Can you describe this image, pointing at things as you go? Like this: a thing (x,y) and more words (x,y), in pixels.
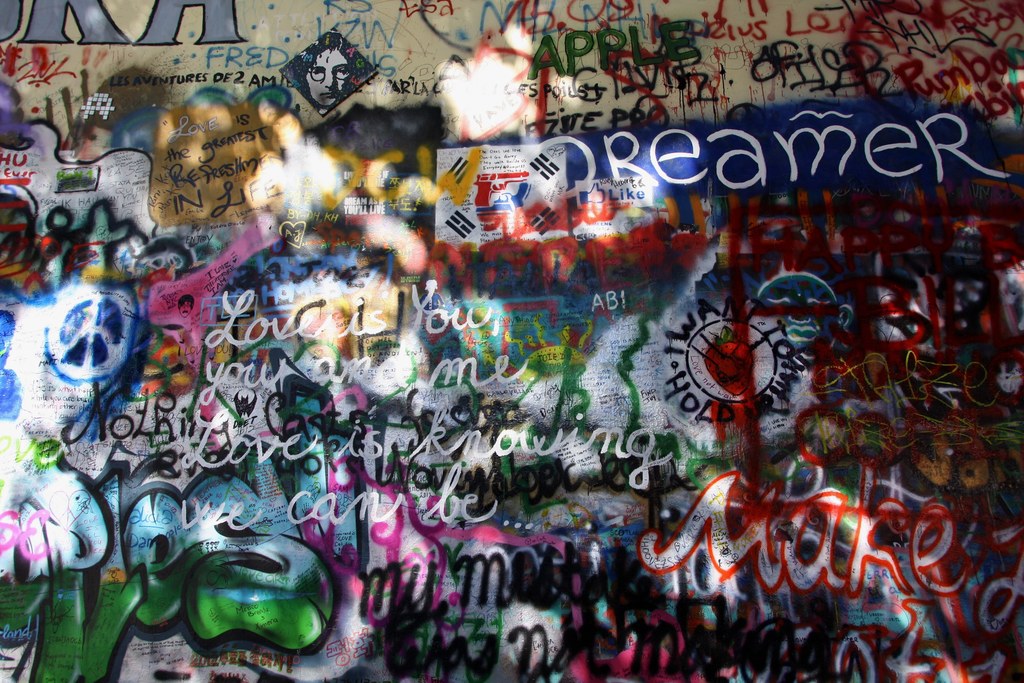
There is a spray paint wall (511,419).
